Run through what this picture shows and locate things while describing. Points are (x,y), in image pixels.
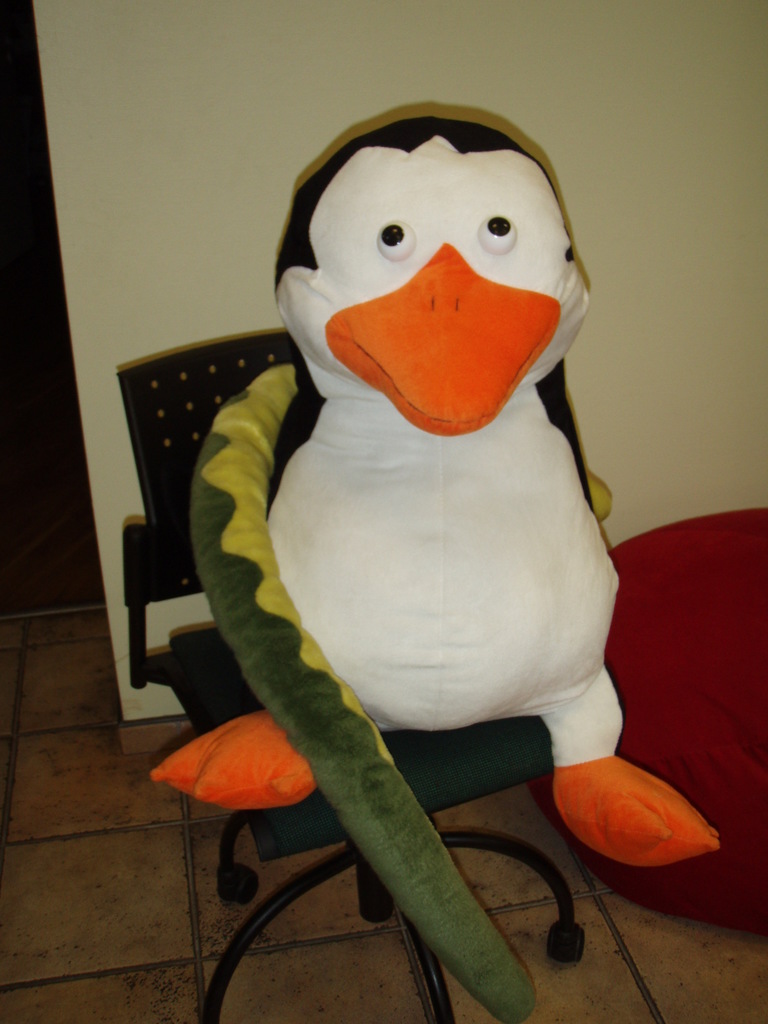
In this picture there is a toy (472,248) in the center of the image (411,591), on a chair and there is a cloth (691,679) on the right side of the image (685,578).
